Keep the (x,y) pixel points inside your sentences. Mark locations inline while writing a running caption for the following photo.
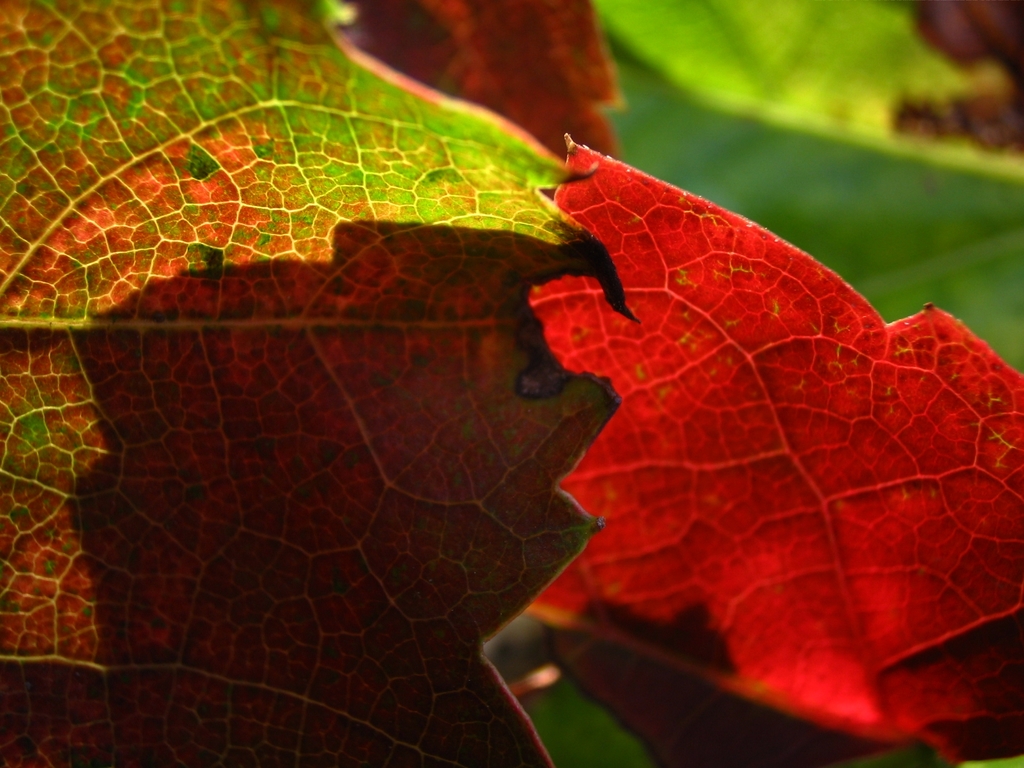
In this image in the foreground (507,474) there are some leaves (492,354), and the background (919,189) is blurred.
